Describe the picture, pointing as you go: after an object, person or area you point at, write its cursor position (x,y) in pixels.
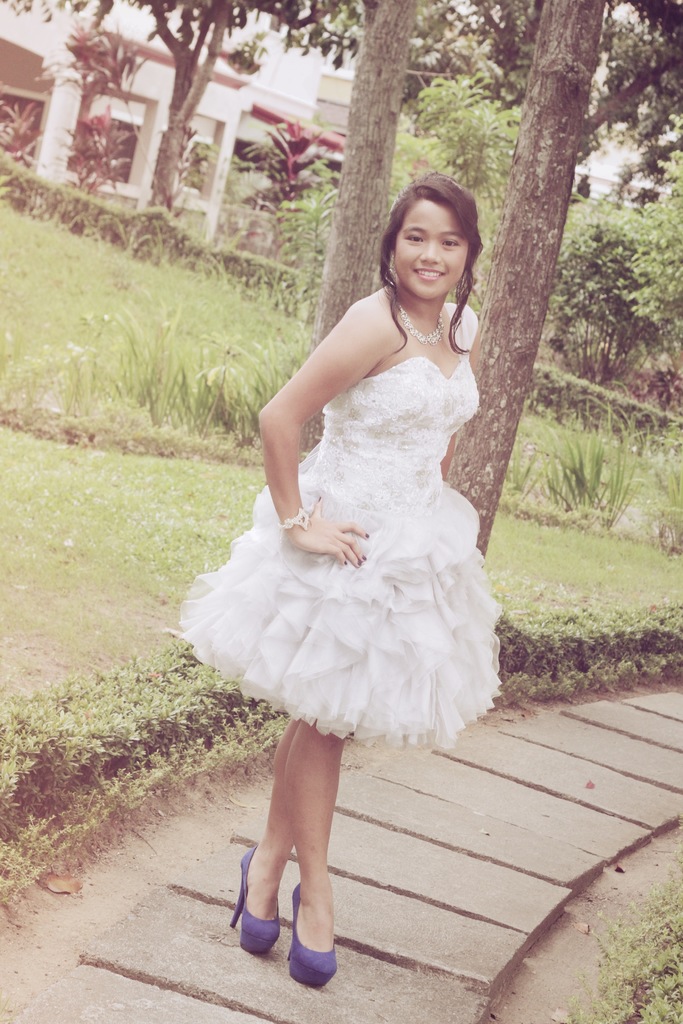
In this image there are buildings (300,75), green grass (15,236) and trees (339,43) in the left corner (54,86). There is a person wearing white frock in the foreground (440,193). There is floor (287,980) at the bottom (426,1003). There are trees (340,29) in the background (378,174).
